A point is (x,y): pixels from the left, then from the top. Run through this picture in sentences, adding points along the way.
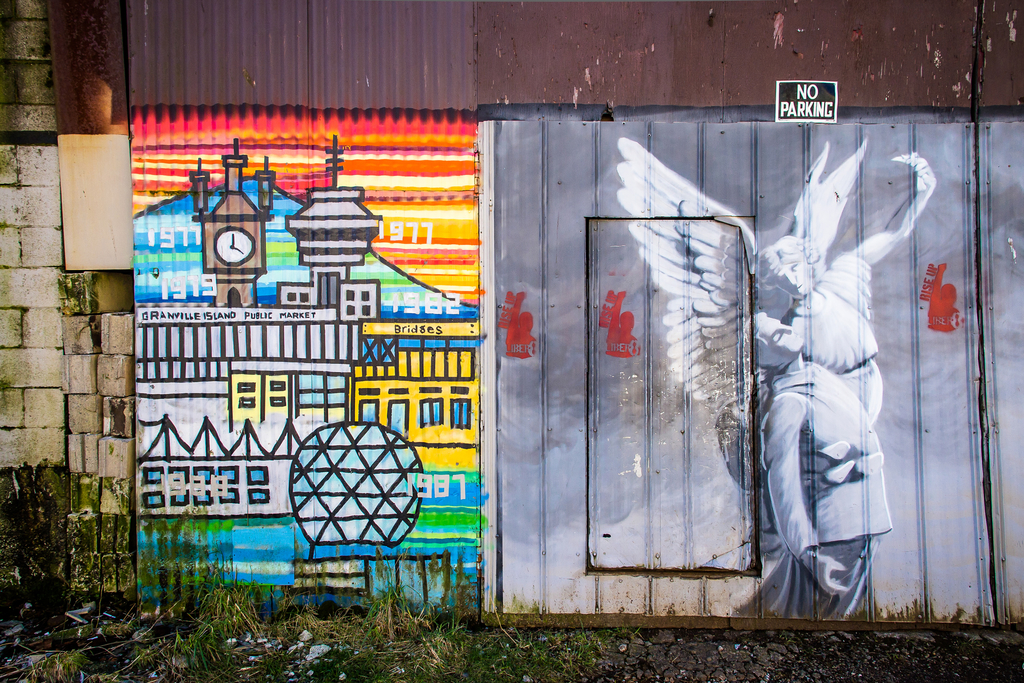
In this image I can see a wall (408,301) and on it I can see different types of painting (509,297). I can also see no parking is written over here.
